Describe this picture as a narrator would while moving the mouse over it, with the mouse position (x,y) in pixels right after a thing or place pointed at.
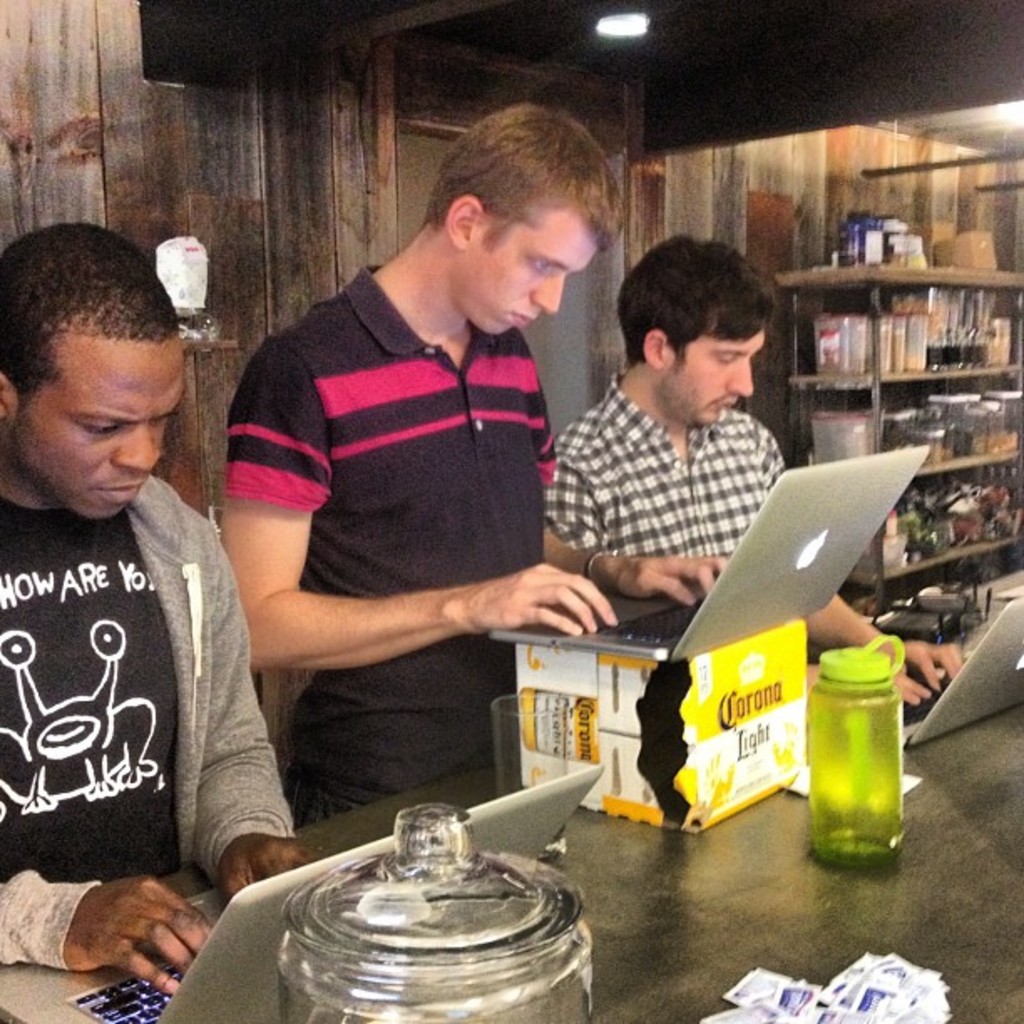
In this image few people (539,468) are behind the table (667,961) having a bottle (829,791), jar (442,952), box (710,789), laptops (93,995) and few objects (910,988). On the box (730,740) there is a laptop (747,624). Middle of the image (495,629) there is a person (380,719) operating the laptop (616,631). Right side (962,513) there is a rack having few objects (957,486) in it. Top of the image (734,81) there are few lights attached to the roof (995,62).
